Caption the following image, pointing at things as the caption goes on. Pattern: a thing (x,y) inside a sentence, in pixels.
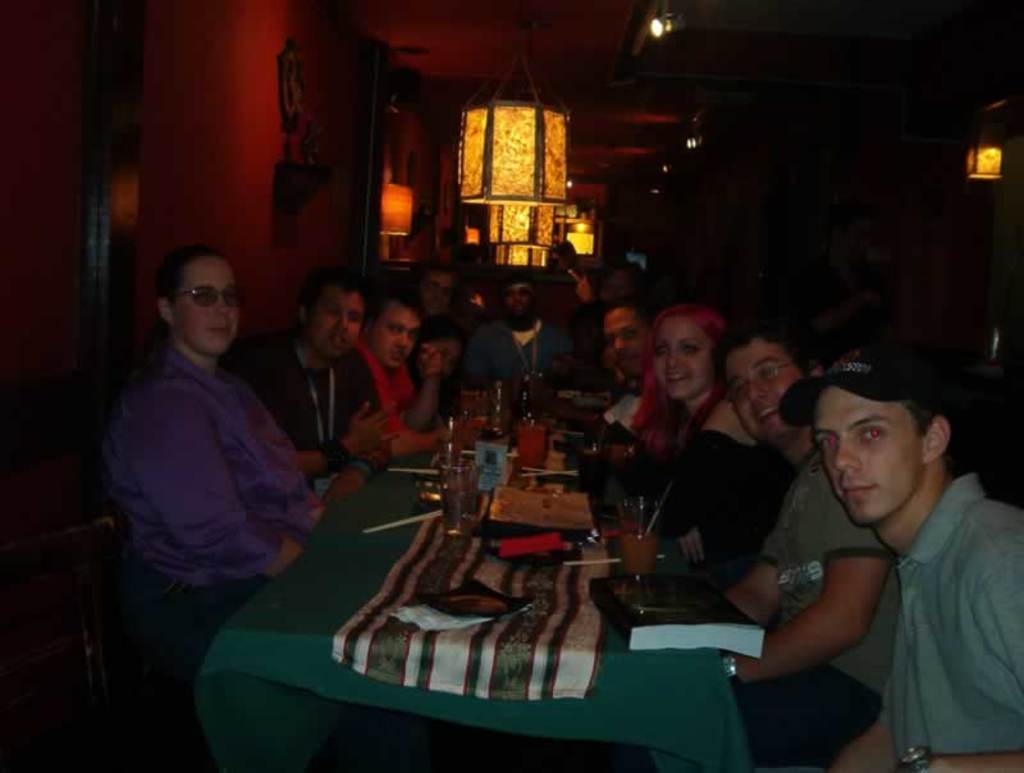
Here in this picture we can see a group of people (379,369) sitting on chairs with table (592,601) in front of them, on which we can see a cloth (382,535) present and we can see glasses (466,508) and bottles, books (643,615) and papers (491,473) present all over there and at the top (488,201) we can see lights (479,145) hanging on the roof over there.
